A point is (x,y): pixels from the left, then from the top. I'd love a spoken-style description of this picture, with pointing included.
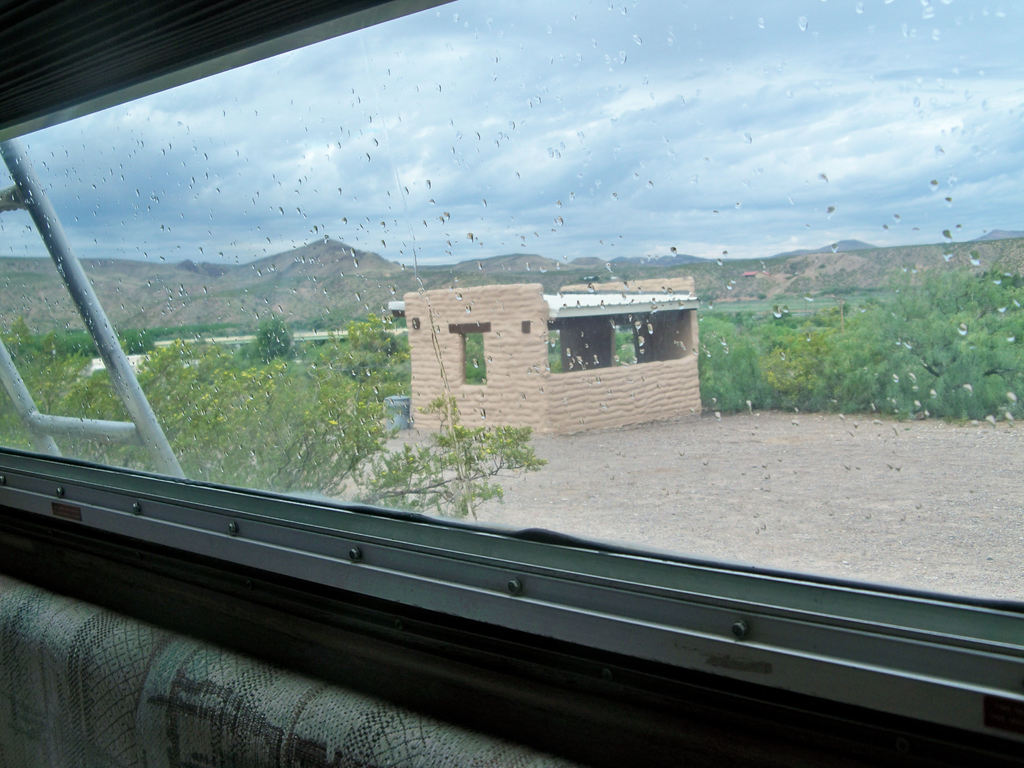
This image is clicked from behind the glass (249,295). There are water droplets (364,206) on the glass (350,449). Outside the glass (713,122) there is a small cabin (518,355) on the ground (578,452). Behind the cabin (548,423) there are plants (296,344) and trees (704,349). In the background (313,288) there are mountains (189,272). At the top (529,103) there is the sky (684,122). At the bottom (167,691) there are seats (133,702).
